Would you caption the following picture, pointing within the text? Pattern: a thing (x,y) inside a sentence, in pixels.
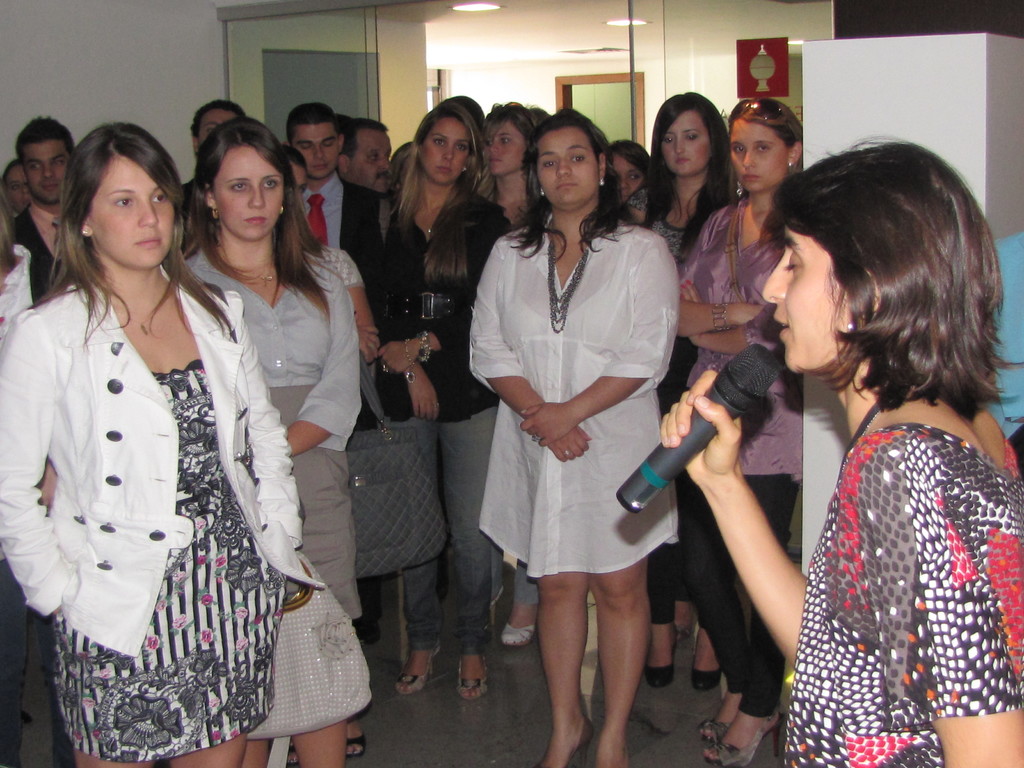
The image is taken inside a room (970,156). On the right side of the image (845,646) there is a lady (822,591) who is holding a mic (638,470) is talking. To the left side (66,663) there are people (307,285) who are staring at her. In the background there is a door (642,104).
